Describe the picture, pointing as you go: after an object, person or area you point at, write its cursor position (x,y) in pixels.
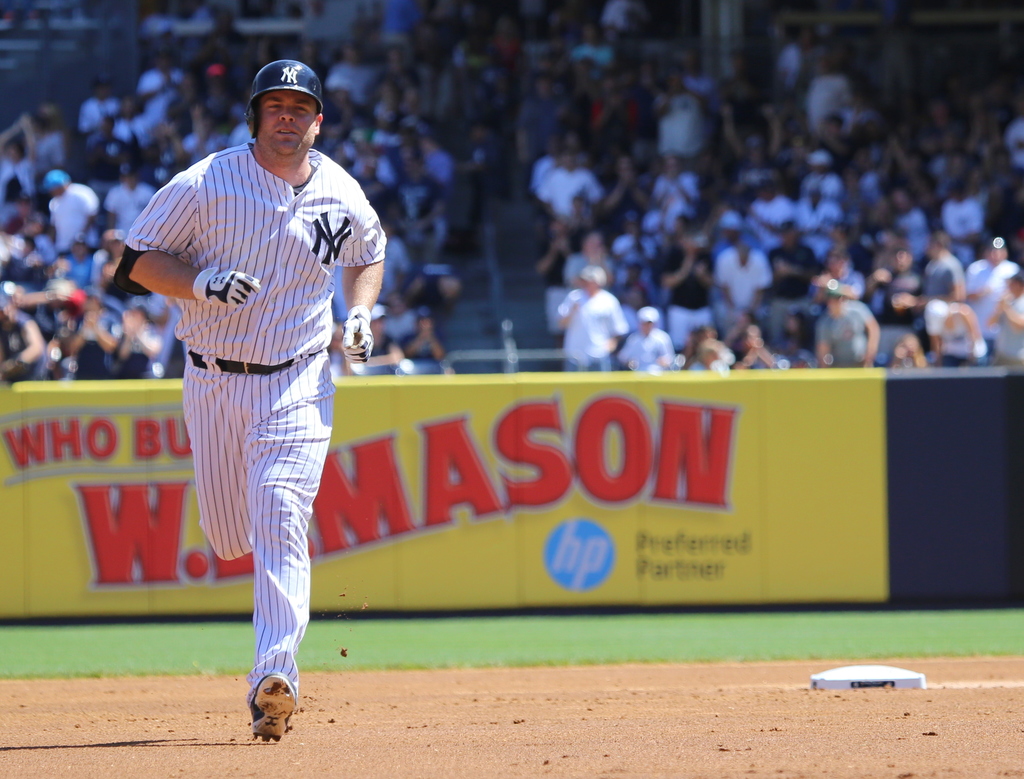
In this image we can see a man (337,230) running on the ground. He is wearing a sport dress (325,318) and there is a helmet (254,89) on his head (288,124). In the background (312,62), we can see the spectators (82,291) sitting on the chairs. Here we can see the hoarding (484,428).
